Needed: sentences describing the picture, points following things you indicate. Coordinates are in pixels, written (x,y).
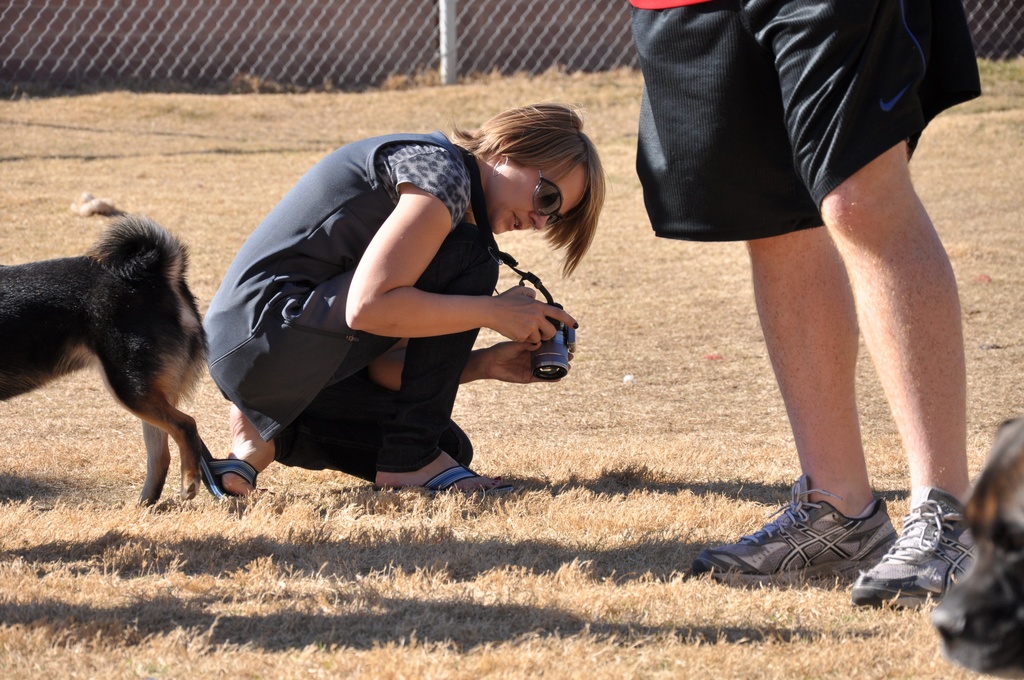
In the center of the image (450,355), we can see a lady (456,180) wearing glasses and holding a camera (553,346). In the background (123,28), there are animals (137,333) and we can see a person (763,208) standing and there is a fence (527,38). At the bottom (590,537), there is ground (511,543).
